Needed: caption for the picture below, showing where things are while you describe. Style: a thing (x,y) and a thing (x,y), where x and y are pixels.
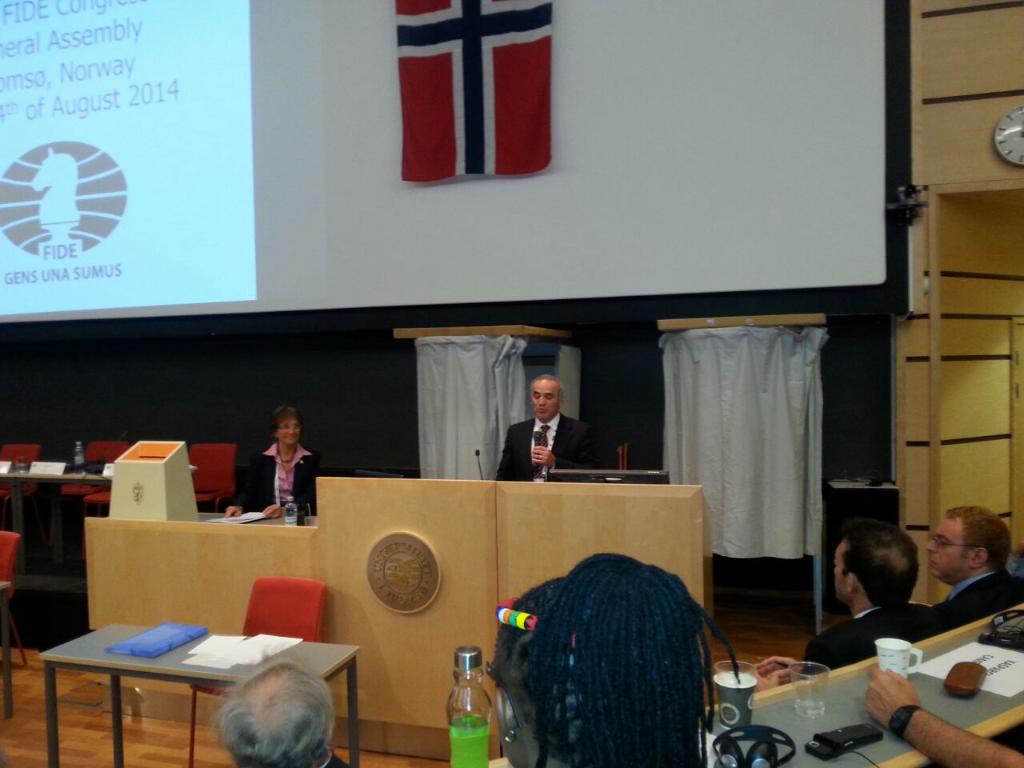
In the image there is a man (550,414) talking on mic (537,440) in the front, behind him there is a screen (331,227) and on the right side (704,662) there are few people (970,578) sat on chair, In front of them there is table (834,705). This seems to be conference room (647,337).
